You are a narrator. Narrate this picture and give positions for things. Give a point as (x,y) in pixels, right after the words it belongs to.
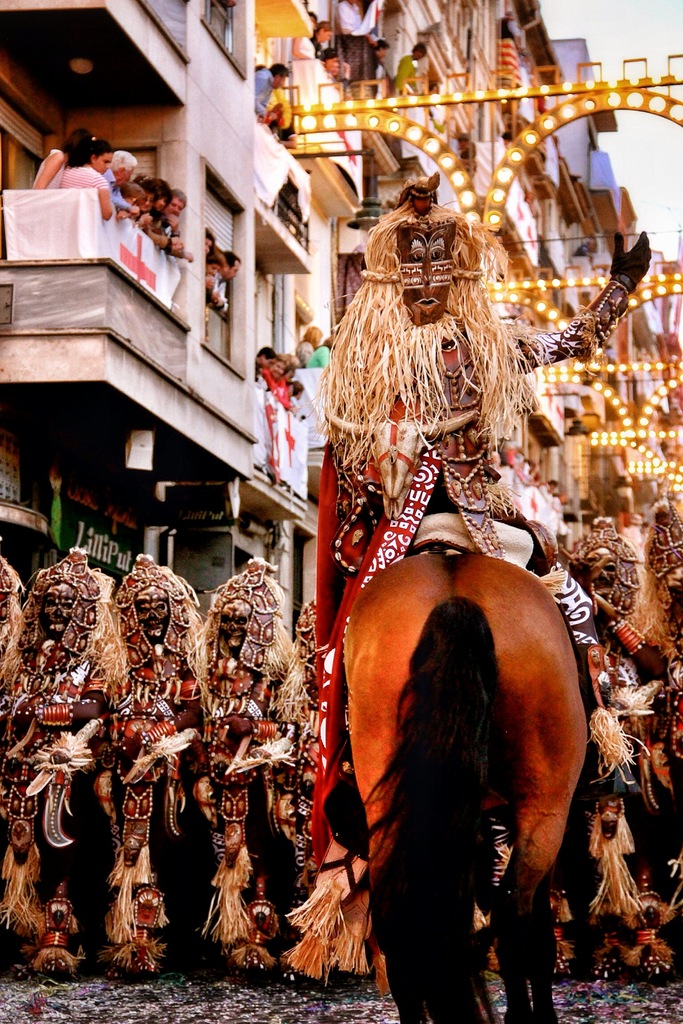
In this picture we can see a person (381,514) is sitting on a horse (452,748). In front of the person (413,516) there are some people (18,667) in the fancy dresses (250,667) and some people (308,46) are standing in the balconies (292,254). Behind the people (413,295) there are some decorative lights (510,181), buildings (400,2) and the sky (662,169).
